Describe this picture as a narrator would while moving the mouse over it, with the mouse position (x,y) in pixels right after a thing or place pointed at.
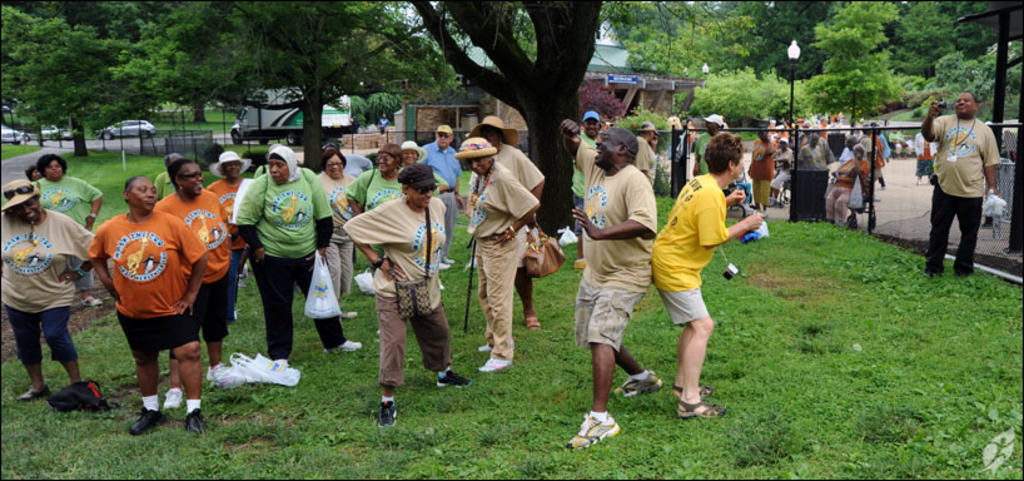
In this picture there are people (968,131) on the right (968,131) and left side of the image (210,289), on the grass floor (373,304) and there are trees (526,73) at the top side of the image (442,70), there are cars (3,136) on the left side of the image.
